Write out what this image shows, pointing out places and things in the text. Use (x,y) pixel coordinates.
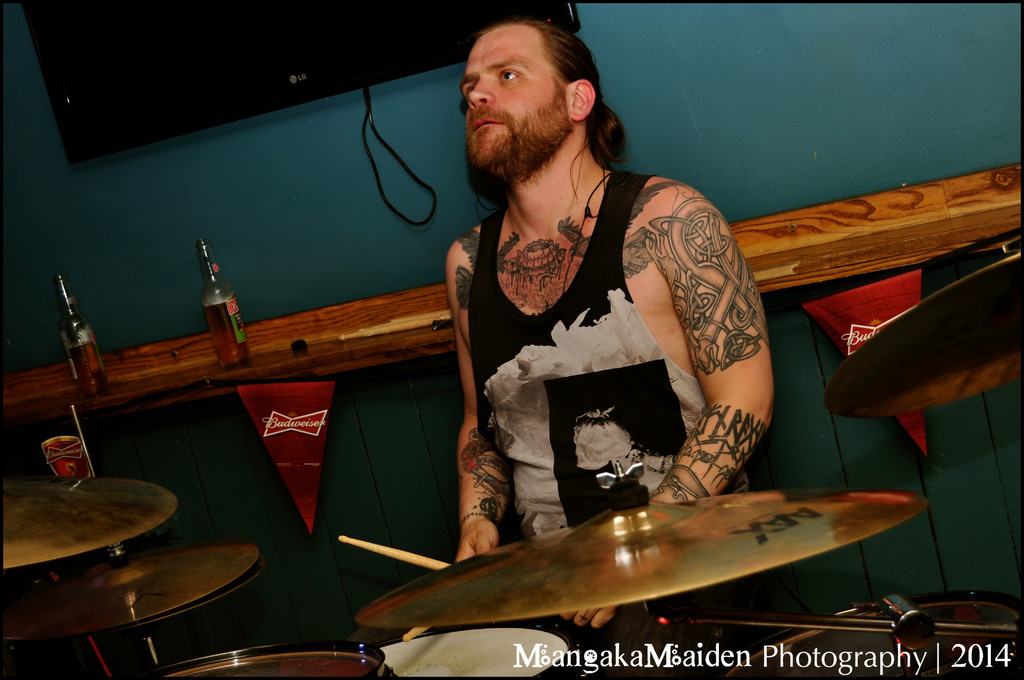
In this image I can see a person (588,403). In front I can see few musical instruments (781,553). Back I can see two bottles (229,300) on the wooden rack (437,336). I can see a television (153,130) is attached to the blue color wall (768,105).
